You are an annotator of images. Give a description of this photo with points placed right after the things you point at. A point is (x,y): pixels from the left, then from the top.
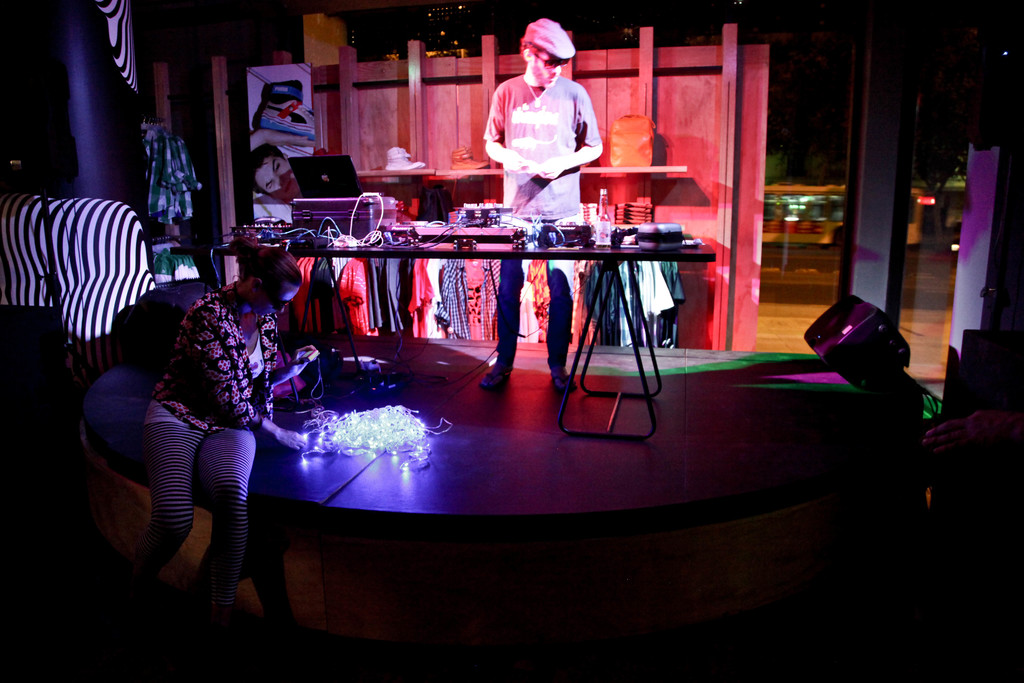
In this image we can see two people (516,106) and there is a stage (762,395) with lights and we can see a table (617,266) in front of a person (555,315) and on the table (462,253), we can see a laptop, bottle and some other things (358,245). In the background (662,312), there is a rack (750,124) with clothes (539,331), shoes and some other objects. There is a vehicle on the road (818,274).
